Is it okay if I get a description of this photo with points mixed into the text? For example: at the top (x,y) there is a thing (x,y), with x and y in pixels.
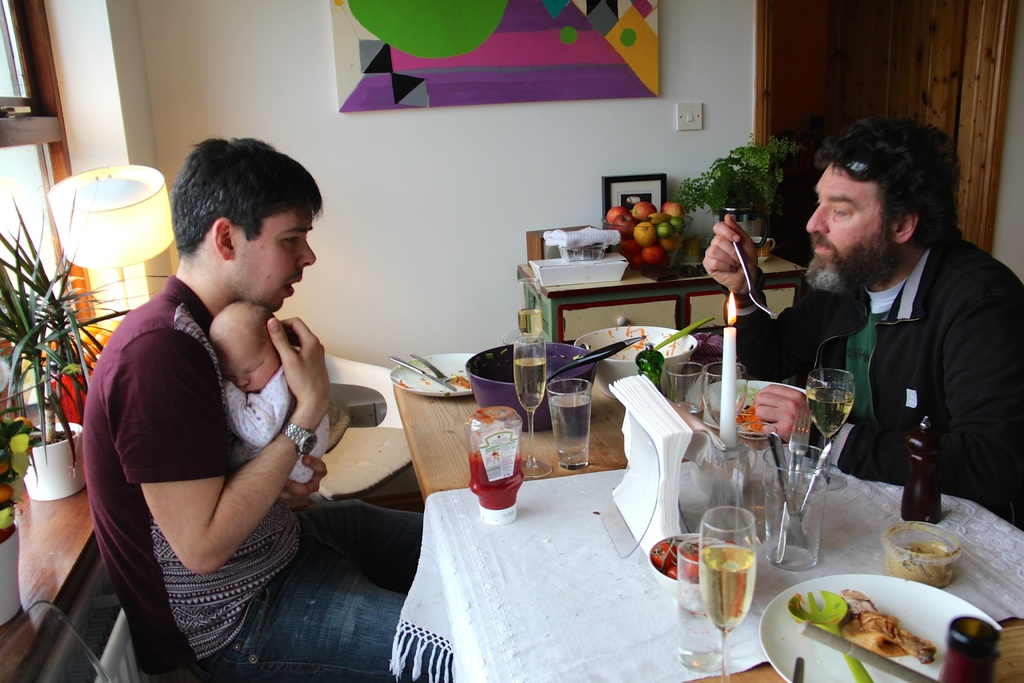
In this picture was a man (159,406) holding a child (239,313) in both of his hands (288,489) and there is another person (914,404) sitting in front of the table (738,522) eating food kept in the plate (764,388) and there is a lamp (117,176) and a plant (59,316) at the window (80,280) and in the background (415,41) is a photo frame (514,91).
